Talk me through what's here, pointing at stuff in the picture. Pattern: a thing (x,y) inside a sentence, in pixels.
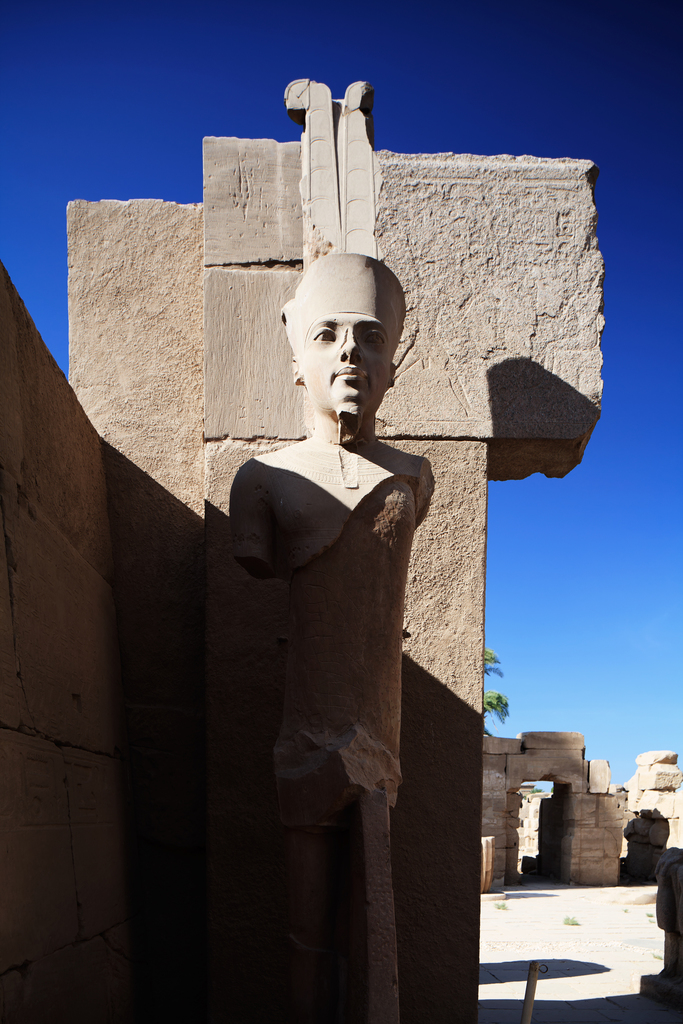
Here we can see statue (340,604), background (181,556) we can see wall (609,804) and sky (617,570).
